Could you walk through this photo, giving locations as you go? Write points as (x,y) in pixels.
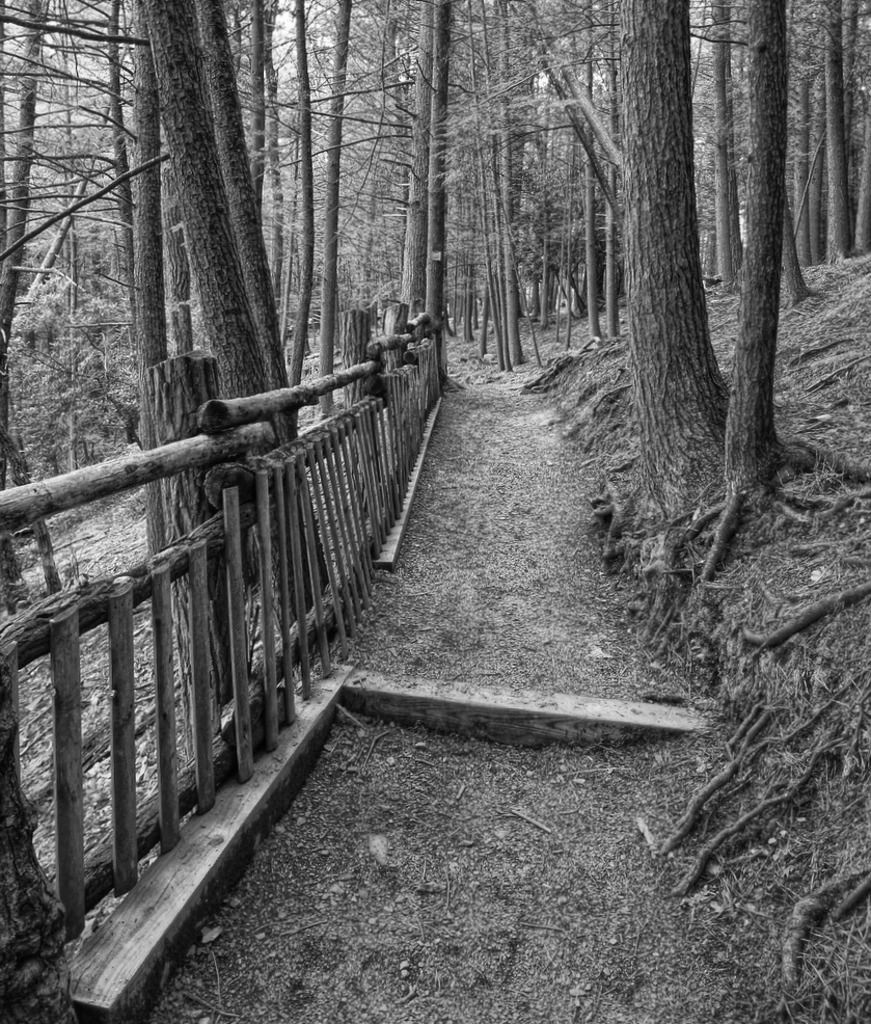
This is a black and white image. We can see trees (346,231). On the left side of the image (271,547), there is a tree trunk (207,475) and a wooden fence (203,549).
